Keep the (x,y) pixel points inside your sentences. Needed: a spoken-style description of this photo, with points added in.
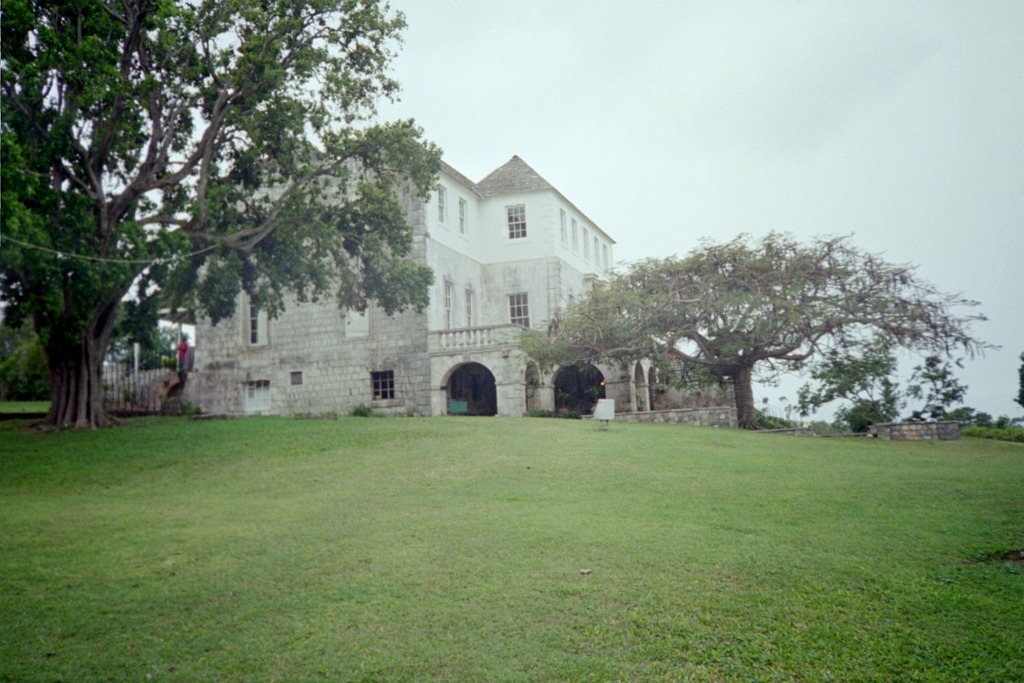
In the image we can see there is a ground (358,514) covered with grass (517,541) and there are trees (196,221) at the back (740,380). Behind there is a building (355,314) and there is a person (182,362) standing on the stairs (171,377). There is a cloudy sky (577,199).
